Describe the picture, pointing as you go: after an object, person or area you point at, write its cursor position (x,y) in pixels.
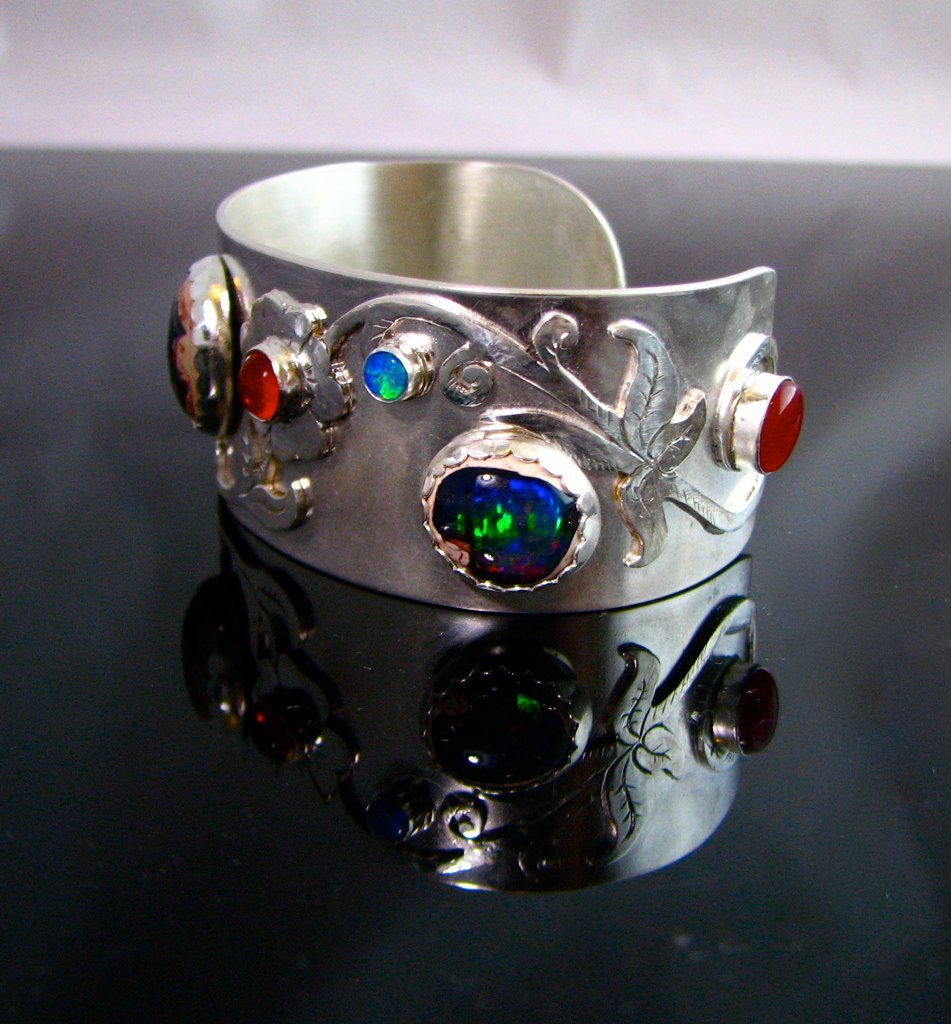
In the image there is a bracelet (423,337) with designs (689,494) and stones (184,356). And the bracelet (182,373) is on the black surface (702,596). There is a reflection (552,683) of that bracelet (426,553) on the black surface (213,703).
